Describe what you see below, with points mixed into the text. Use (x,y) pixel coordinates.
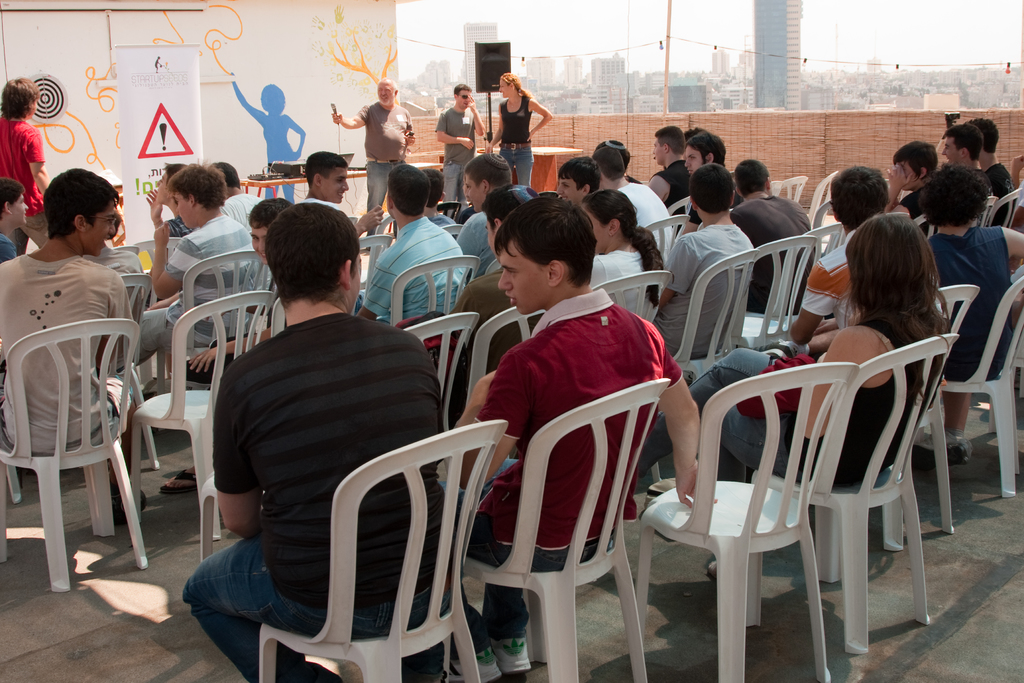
There are few chairs (495,438) in the image. On the chairs (481,426) people (471,415) are sitting. In front of them few people (370,118) are standing. This person (388,136) is holding a mic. There is banner (151,96). There is a speaker (476,79) over here. There is boundary (725,139) around the floor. In the background (707,107) there are buildings (797,78).
